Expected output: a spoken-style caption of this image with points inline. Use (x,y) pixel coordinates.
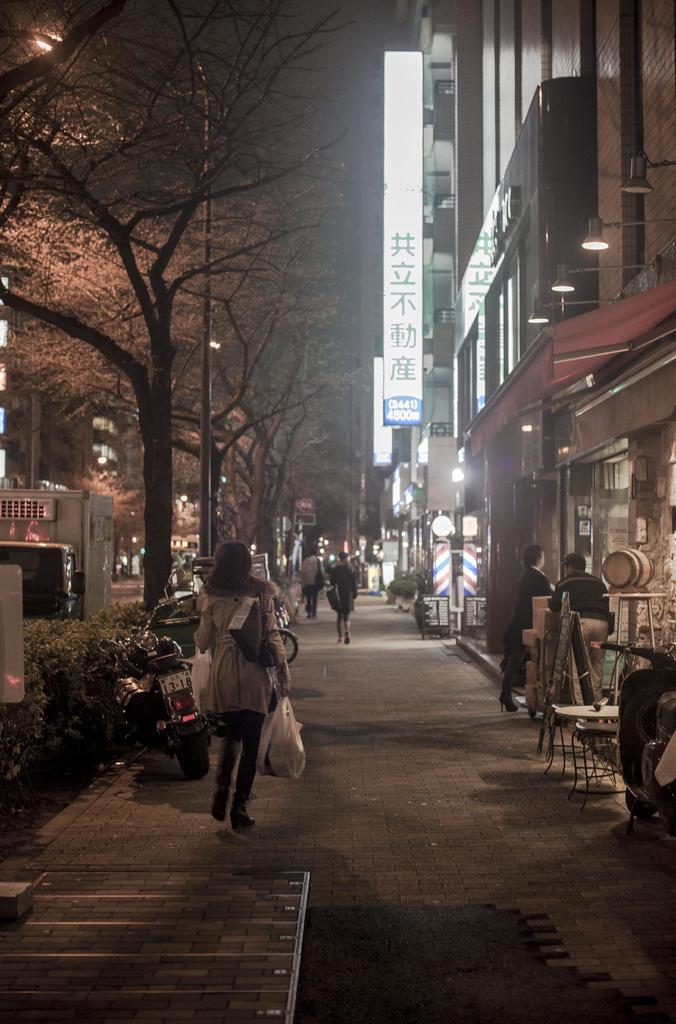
The picture is taken on the streets (513,886) of a city (330,206), during night time. On the left (74,262) there are plants (42,686), trees (167,483), street lights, vehicle (62,535) and buildings (32,450). In the center of the picture (355,675) it is pavement (339,916), on the pavement (384,823) there are people (210,613) and motorbikes (172,667). On the right (470,651) there are buildings (459,325), hoardings (415,410), boards (552,688), tables (573,712), motorbike (624,711), plants (414,583) and people (584,628).
